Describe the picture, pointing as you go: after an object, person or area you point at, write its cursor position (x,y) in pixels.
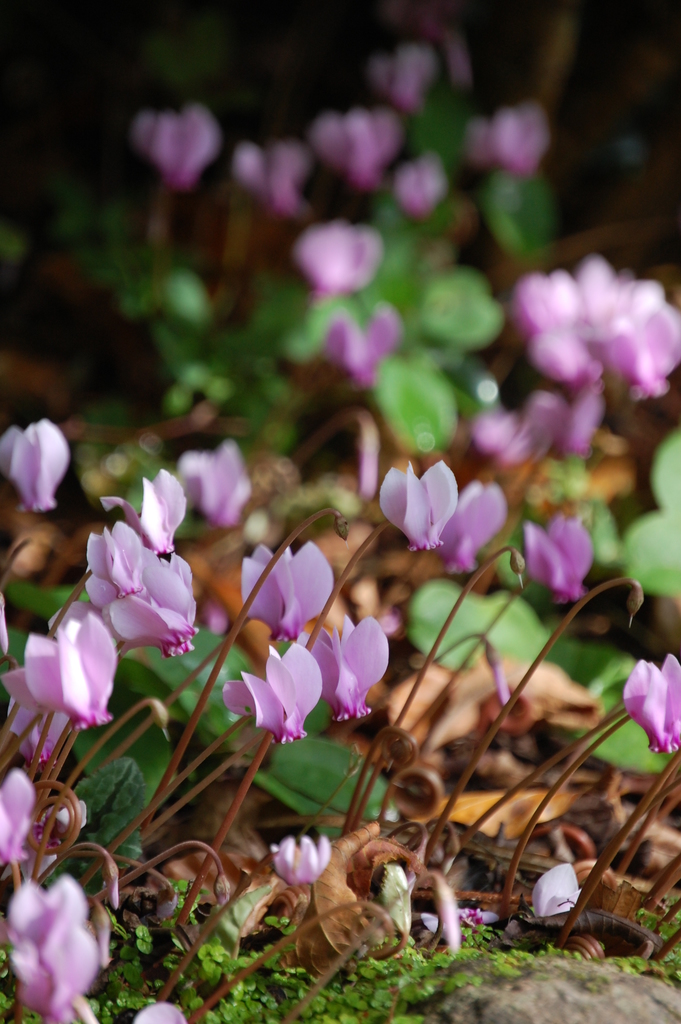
In this image I can see few flowers (376,638) which are pink in color to the plants (431,604) which are brown and green in color. I can see the blurry background (243,124).
